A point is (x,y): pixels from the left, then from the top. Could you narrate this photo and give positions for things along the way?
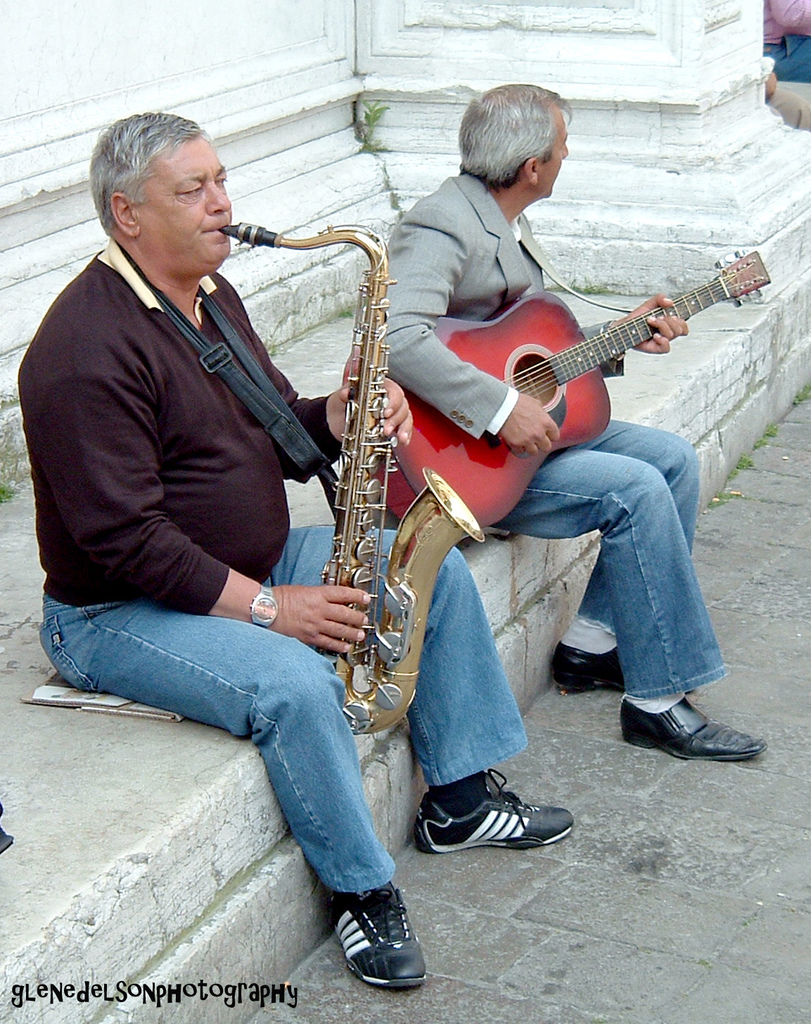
In this image there are two persons (318,639) sitting on the floor (688,424) playing musical instruments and at the background of the image (380,70) there is a white color wall (629,110).
